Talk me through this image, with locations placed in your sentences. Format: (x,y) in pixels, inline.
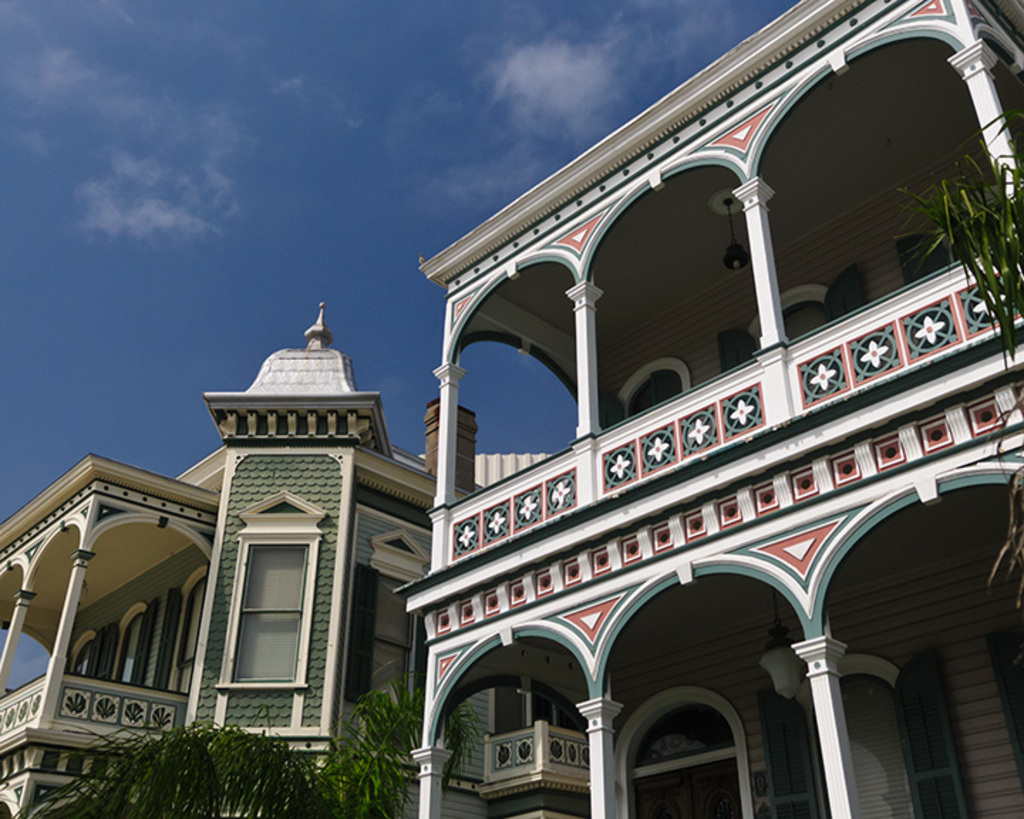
On the left side (335,763), there is a tree (318,769) having green color leaves (245,769). On the right side (879,773), there is a tree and a building (965,425). In the background (411,683), there is a building (345,505) which is having glass windows (265,611) and there are clouds (178,207) in the blue sky (172,183).
